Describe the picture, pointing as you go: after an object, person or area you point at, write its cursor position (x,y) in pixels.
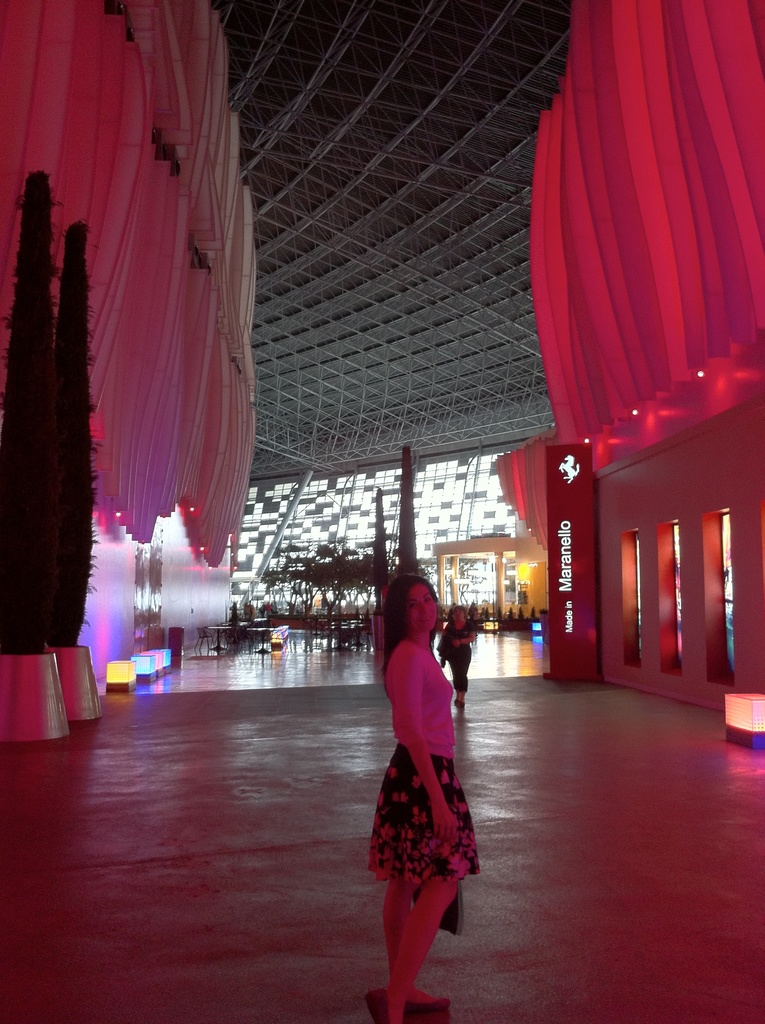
In the image we can see there are people (434,782) standing on the floor (578,876) and there are trees (73,450) kept in a pot (42,664). Behind there is decorative interior (375,467) in the building (698,453).
